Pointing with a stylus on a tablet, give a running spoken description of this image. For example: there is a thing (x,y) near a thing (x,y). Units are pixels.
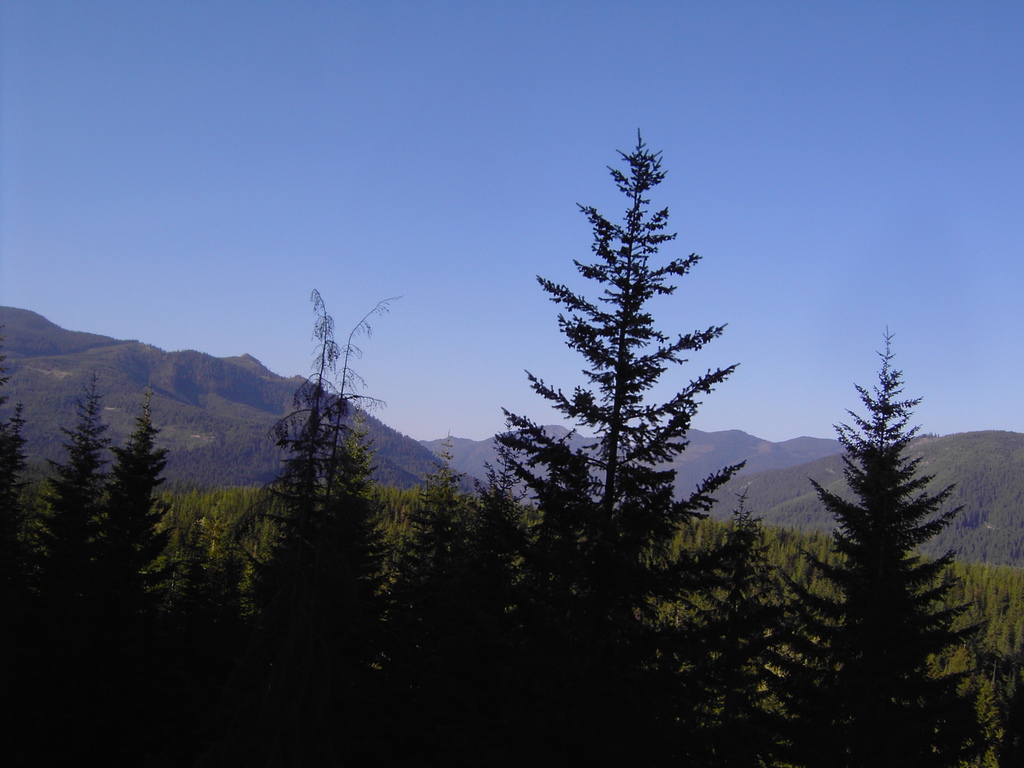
In this image there are trees (585,514) and mountains (345,417).
